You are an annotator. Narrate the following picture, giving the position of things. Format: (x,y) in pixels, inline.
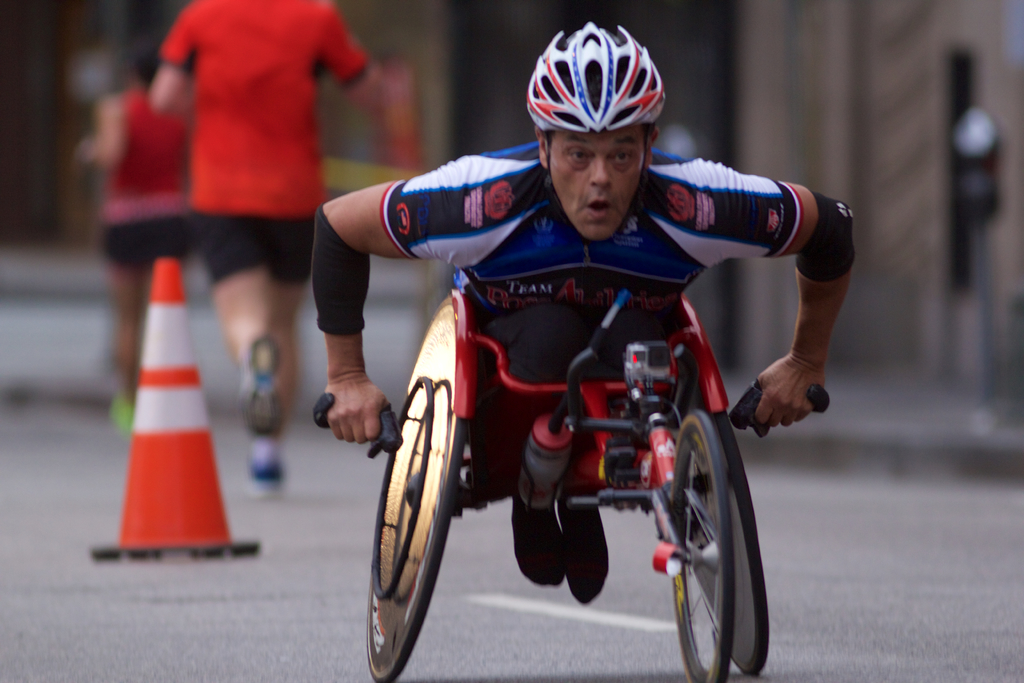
In the middle of the image (661,242) we can see a person (639,242) sitting in the wheelchair (608,483). In the background (218,124) we can see persons (215,156) running on the road (285,441), traffic cone (181,408) and buildings (643,26).
